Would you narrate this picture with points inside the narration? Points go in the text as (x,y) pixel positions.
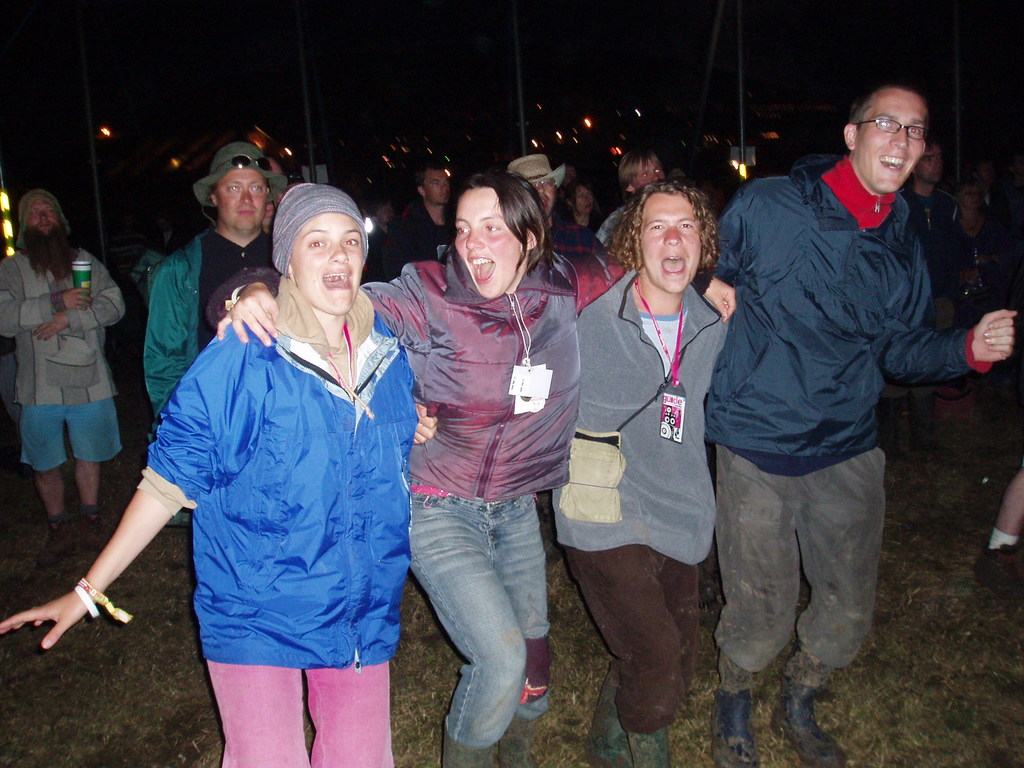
In this image we can see many people (493,276). Some are wearing specs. Some are wearing hats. And some people (394,324) are wearing tags (541,375). On the ground (771,680) there is grass (570,678). In the background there are lights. And it is looking dark. And also there are poles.
